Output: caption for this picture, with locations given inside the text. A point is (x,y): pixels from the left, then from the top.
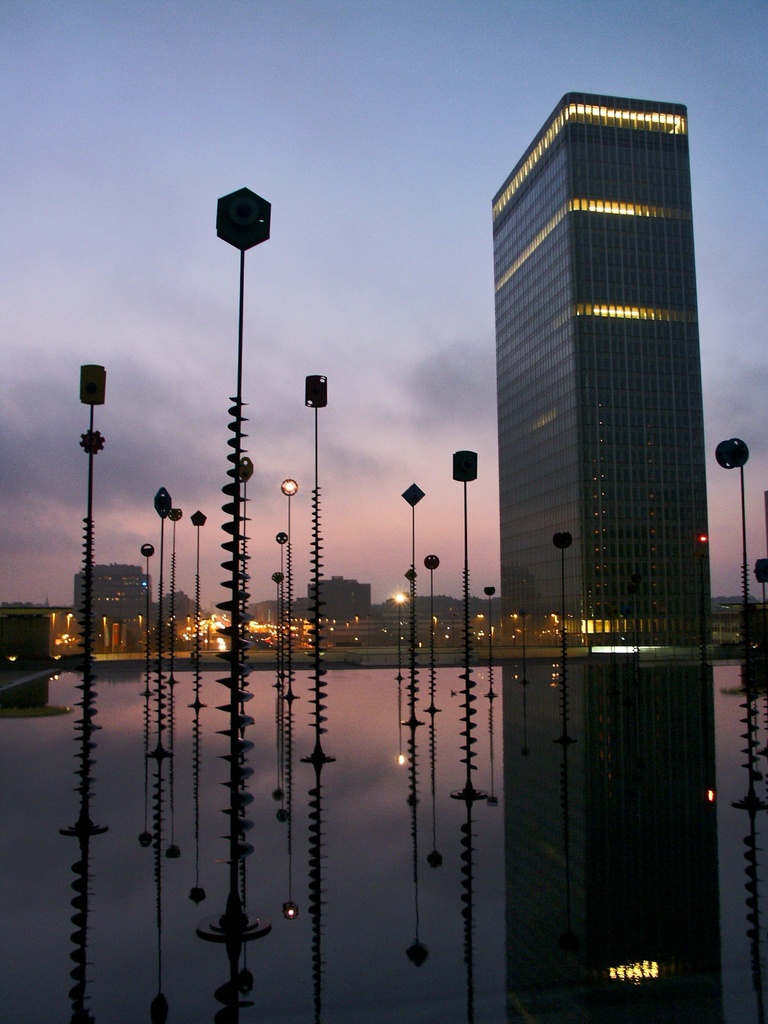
In this image I can see number of poles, number of buildings (686,522), lights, clouds (30,408) and the sky (330,235) in the background (373,204). I can also see reflection (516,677) of these poles (86,713) over here.
